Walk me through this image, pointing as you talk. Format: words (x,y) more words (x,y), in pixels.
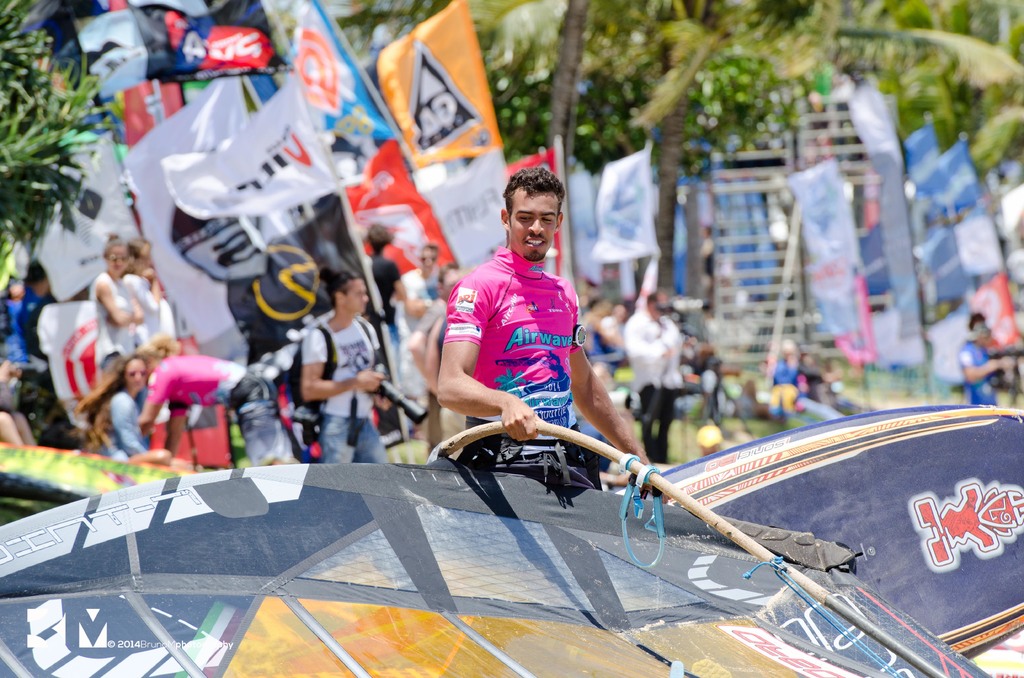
In the picture we can see a man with a pink color sport T-shirt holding some rope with a cover (465,605) to it with some paintings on it and in the background (51,381), we can see some people (360,368) are standing and some are sitting on the grass surface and near them we can see some trees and flags (178,149) to the poles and some children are sitting under the trees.
